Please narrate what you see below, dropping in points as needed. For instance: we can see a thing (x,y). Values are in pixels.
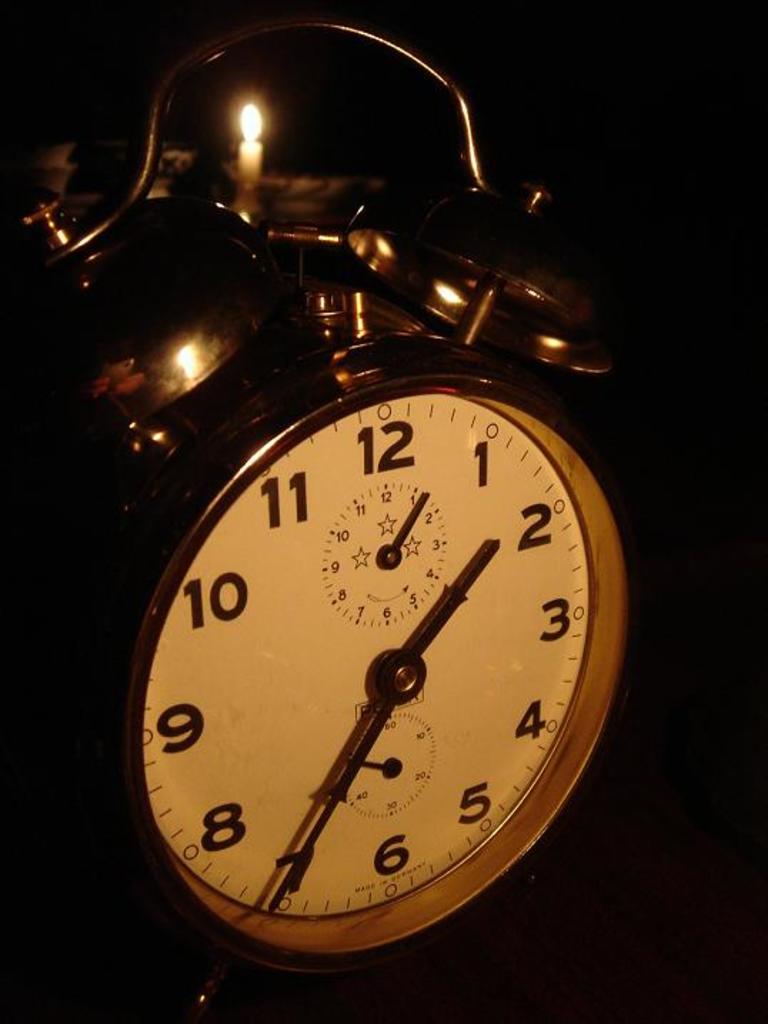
There is a timepiece clock (311,447). Also there is a candle (261,157) with light (249,128).
